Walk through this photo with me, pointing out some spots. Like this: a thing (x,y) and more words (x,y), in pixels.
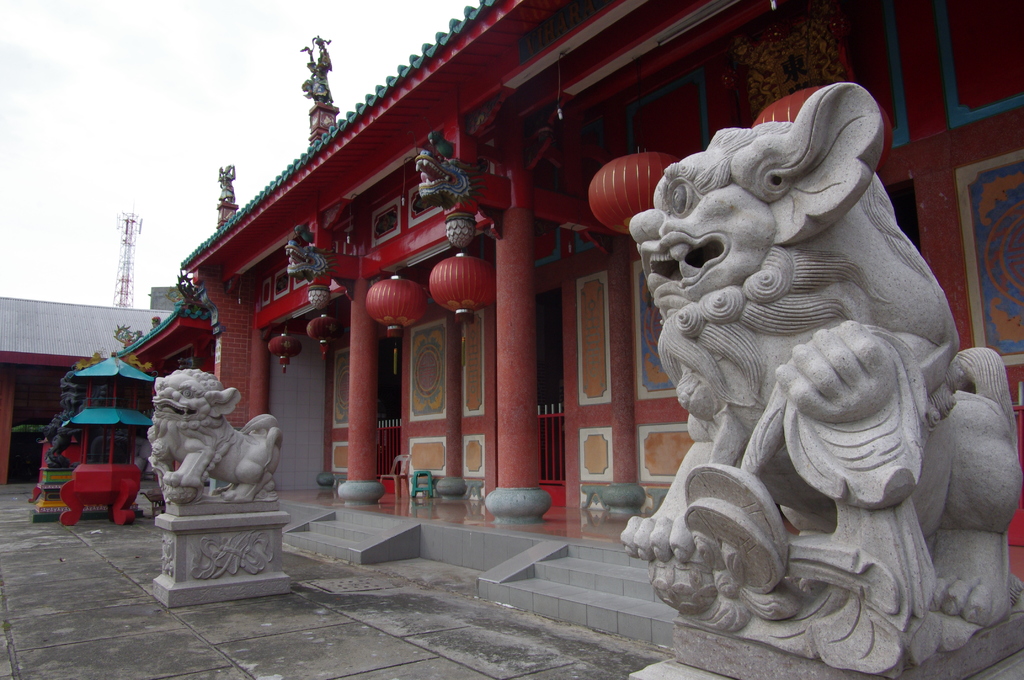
In the foreground of the picture (676,343) there are sculptures (823,354). In the center of the picture (523,258) there is a building (378,207), in the building (449,225) there are decorative items (449,225), sculptures (301,234), doors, pillars (513,471) and staircases (550,581). On the left (142,347) there are some objects (105,398) and building (55,319). In the background (133,256) there is a cell phone tower (133,241) and sky (163,108).
